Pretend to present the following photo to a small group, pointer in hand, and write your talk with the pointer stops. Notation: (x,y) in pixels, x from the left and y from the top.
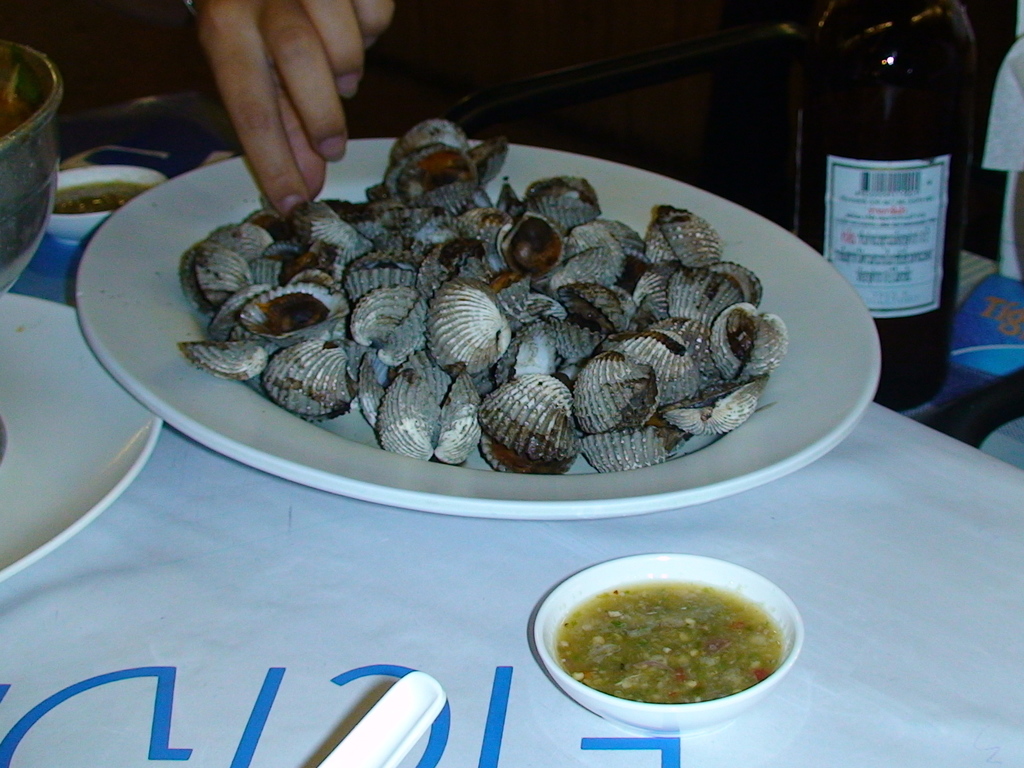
In this image we can see there are shells (600,320) in the plate (529,307), there is a person (286,88) holding it, there is a beer bottle (872,15), bowl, glass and some objects (349,764) on the table (270,642).
